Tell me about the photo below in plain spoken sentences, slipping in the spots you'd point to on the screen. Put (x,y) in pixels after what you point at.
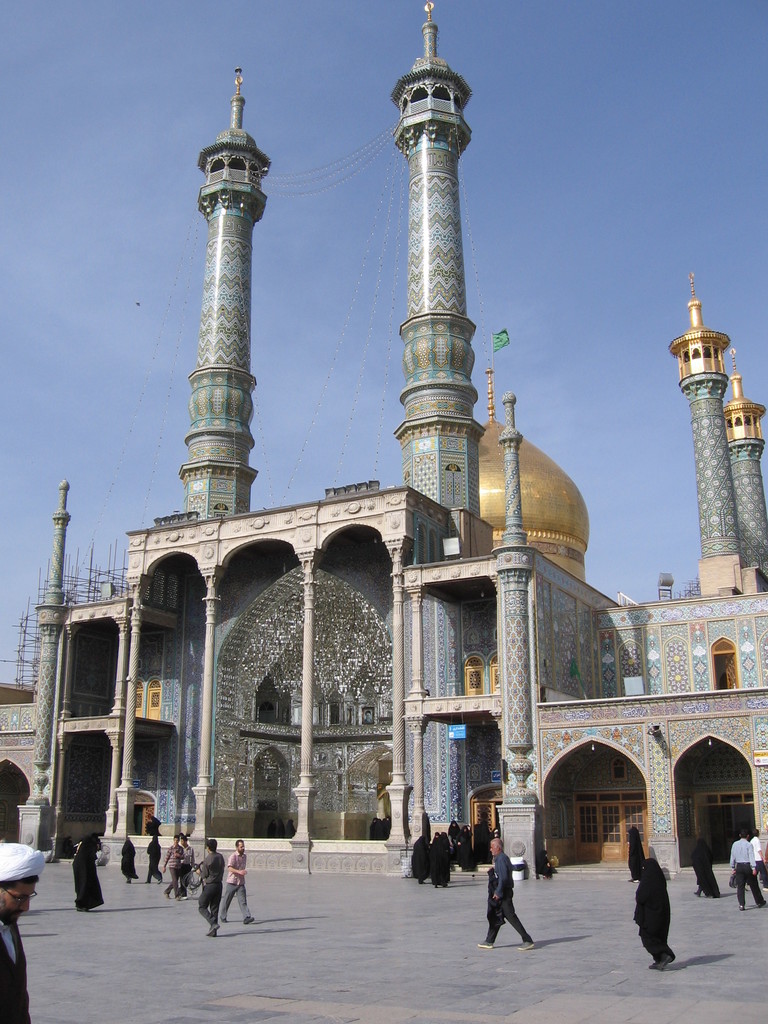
This picture shows a sacred place (666,611) considered by shia-muslims located in iran.
